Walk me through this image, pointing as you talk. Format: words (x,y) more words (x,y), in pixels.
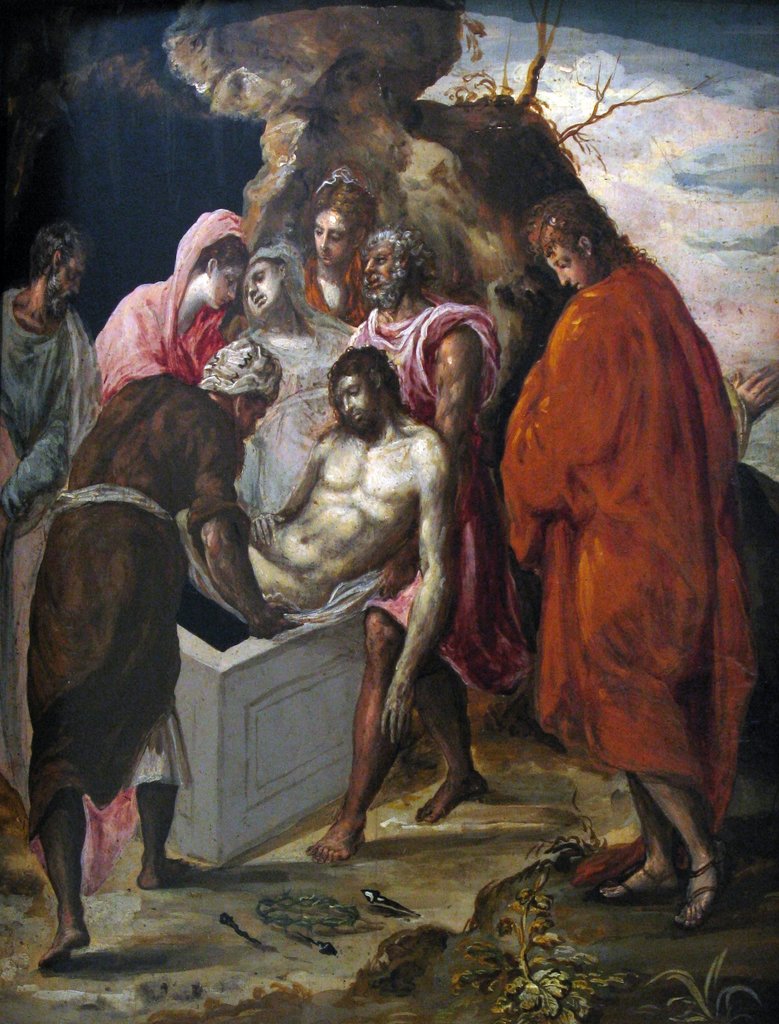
In this image, It looks like a painting. I can see a group of people (456,490) standing and a person (293,514) laying. It looks like a stone object (290,754). At the top right side of the image (596,157), I think this is the sky (675,152).
